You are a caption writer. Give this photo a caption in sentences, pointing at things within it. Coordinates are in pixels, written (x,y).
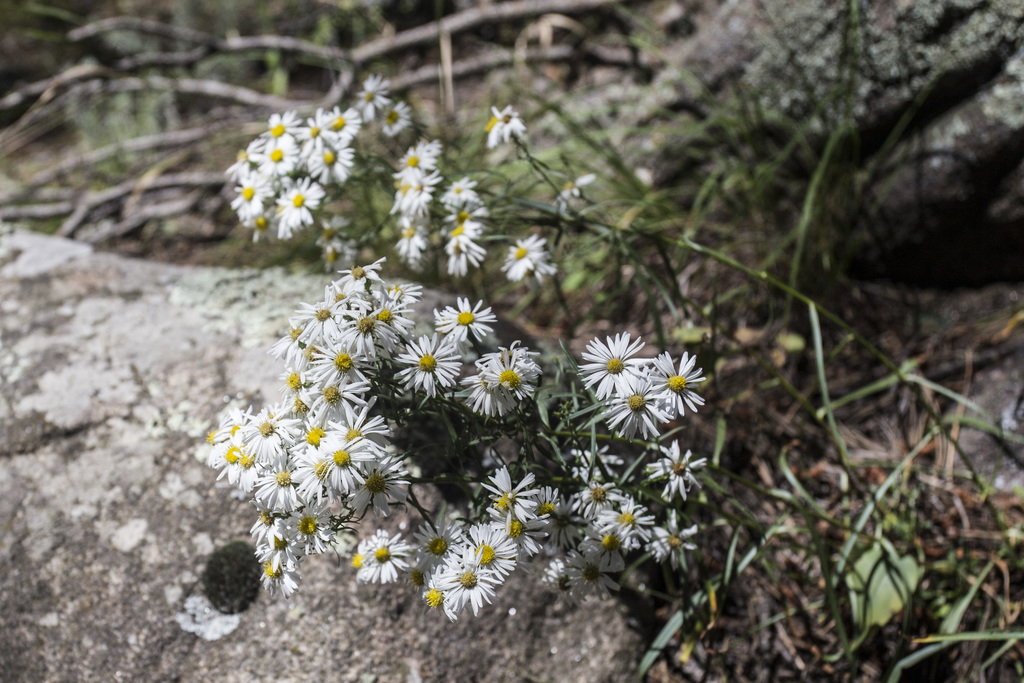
This image consists of a plant (538,201). It has leaves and flowers (617,408). Flowers (656,413) are in white color.
